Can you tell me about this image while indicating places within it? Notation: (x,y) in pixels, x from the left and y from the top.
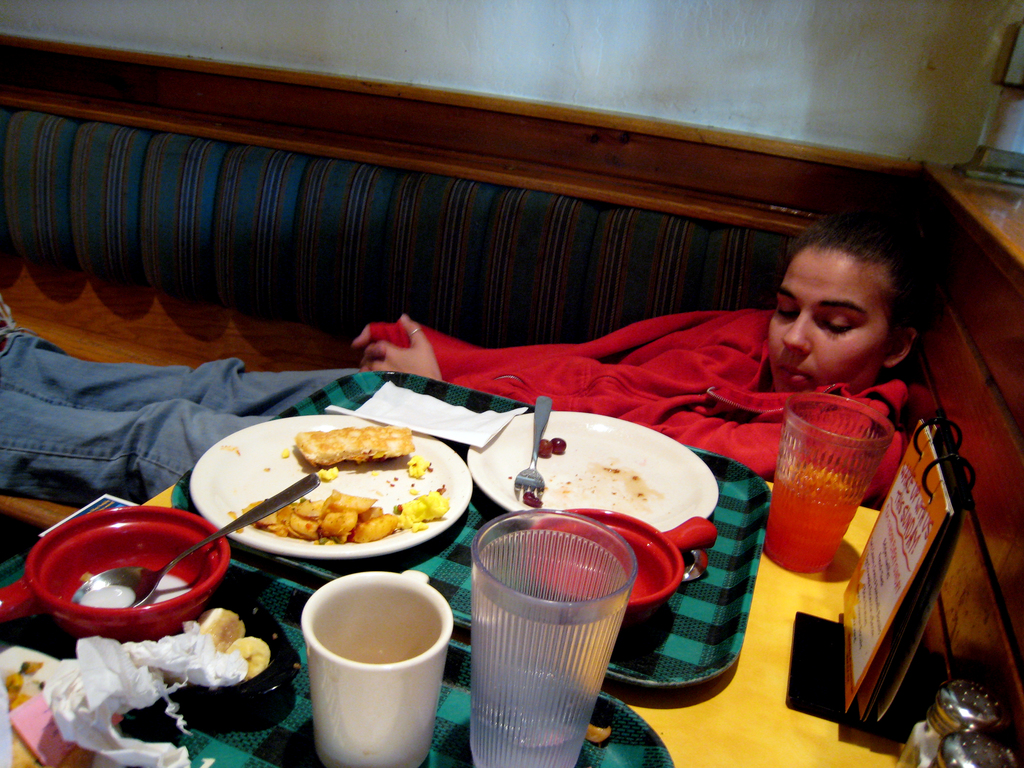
In the picture we can see a bench (427,261) near the wall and a person (29,365) lying on it and beside her we can see a table (810,605) on it, we can see some tray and two plates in it with a fork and spoon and beside we can see a bowl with a spoon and milk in it and besides we can also see some cup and glass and beside it we can see a glass (815,558) with a juice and some bottles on the table (796,599).
